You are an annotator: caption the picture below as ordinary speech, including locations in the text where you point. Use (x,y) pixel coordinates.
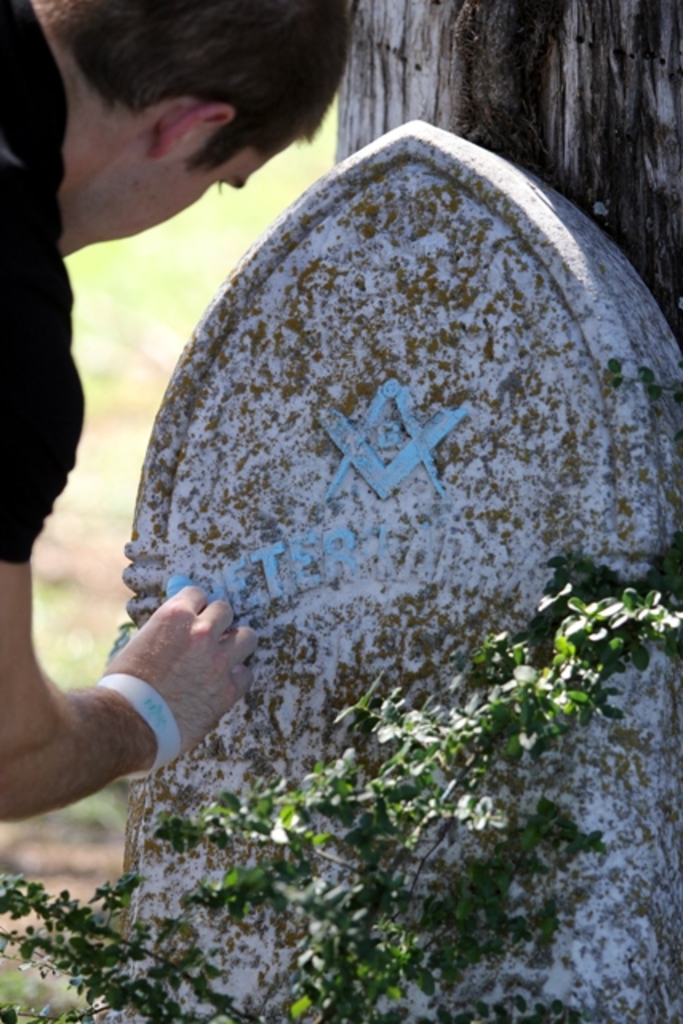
In this image we can see a person (86,105) on the left side (17,676). Near to him there is a stone (312,468) with something written. Also there is a plant (333,938). In the background (89,426) it is blur. Back of the stone (461,281) there is a wooden piece (497,76).
